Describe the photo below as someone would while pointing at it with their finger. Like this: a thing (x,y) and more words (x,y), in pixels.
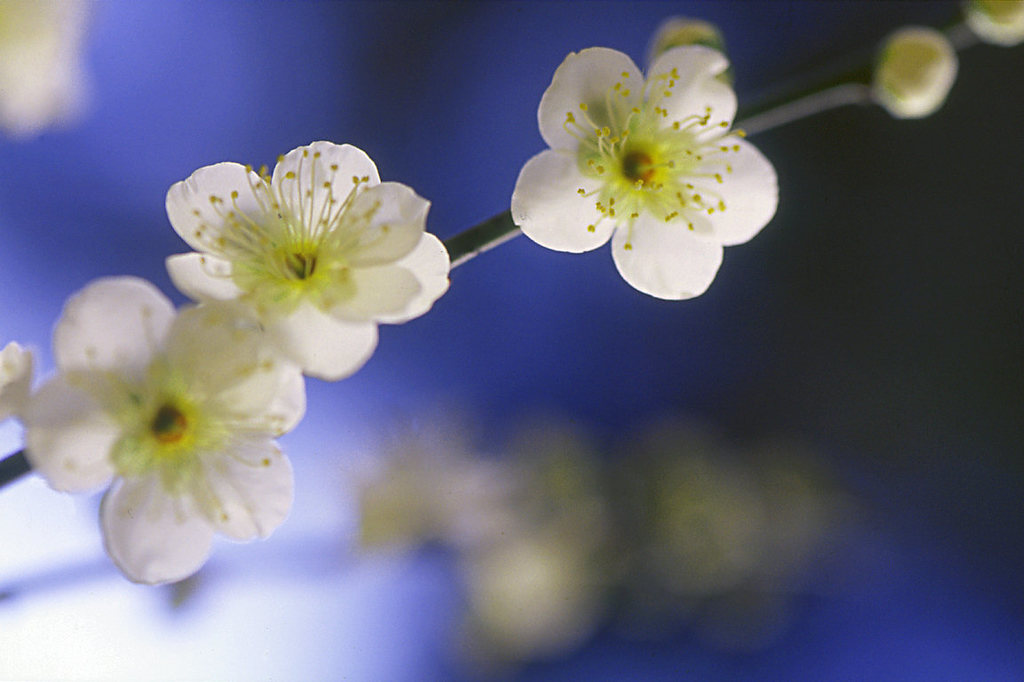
In this image I can see flowering plants (612,199). The background (229,40) is blue in color. This image is taken during night.
